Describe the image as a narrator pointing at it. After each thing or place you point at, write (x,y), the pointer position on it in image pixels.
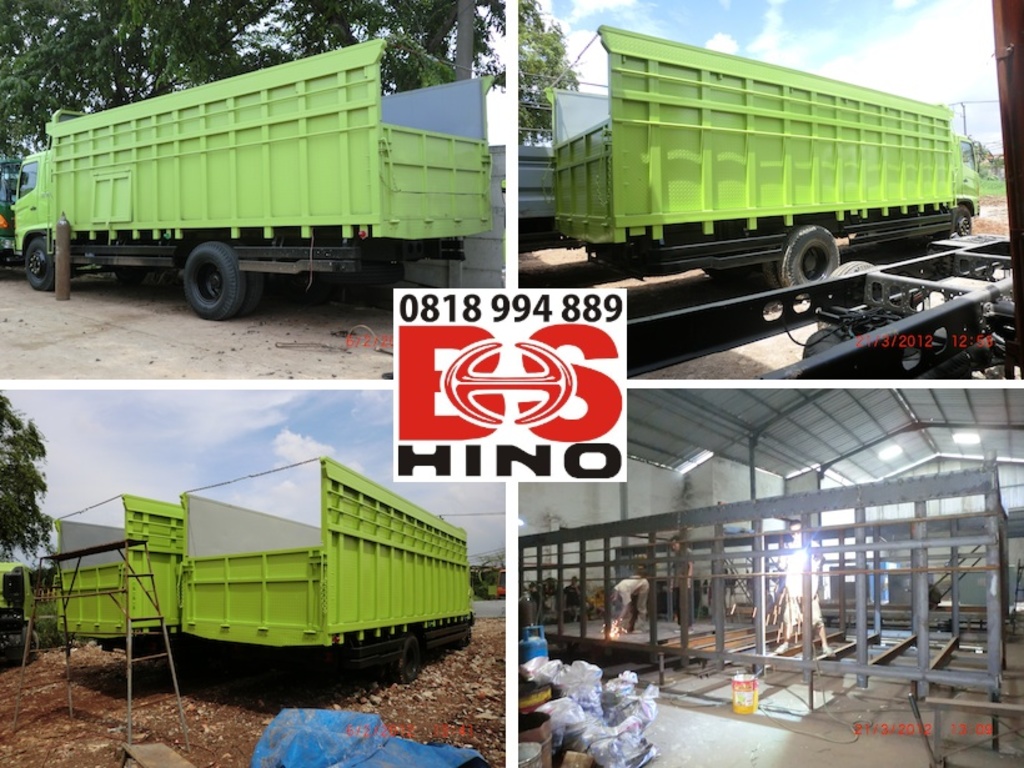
This is a collage image. In this collage image we can see motor vehicles (144,579), trees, polythene covers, persons (797,575) standing on the floor (744,670), iron grills (1002,591), electric lights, containers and sky (782,41) with clouds (781,66). In the center of the collage image we can see a logo (516,371).
